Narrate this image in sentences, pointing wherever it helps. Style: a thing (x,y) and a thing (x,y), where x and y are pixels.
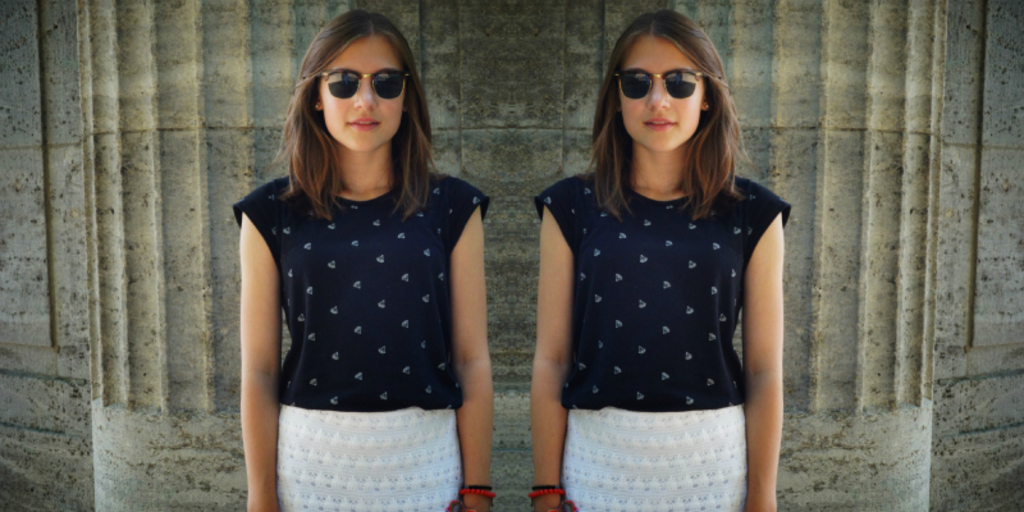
In this image I can see two women (589,203) standing and wearing blue and white color dress (349,356) and glasses (345,84). Back I can see a wall (166,150).
